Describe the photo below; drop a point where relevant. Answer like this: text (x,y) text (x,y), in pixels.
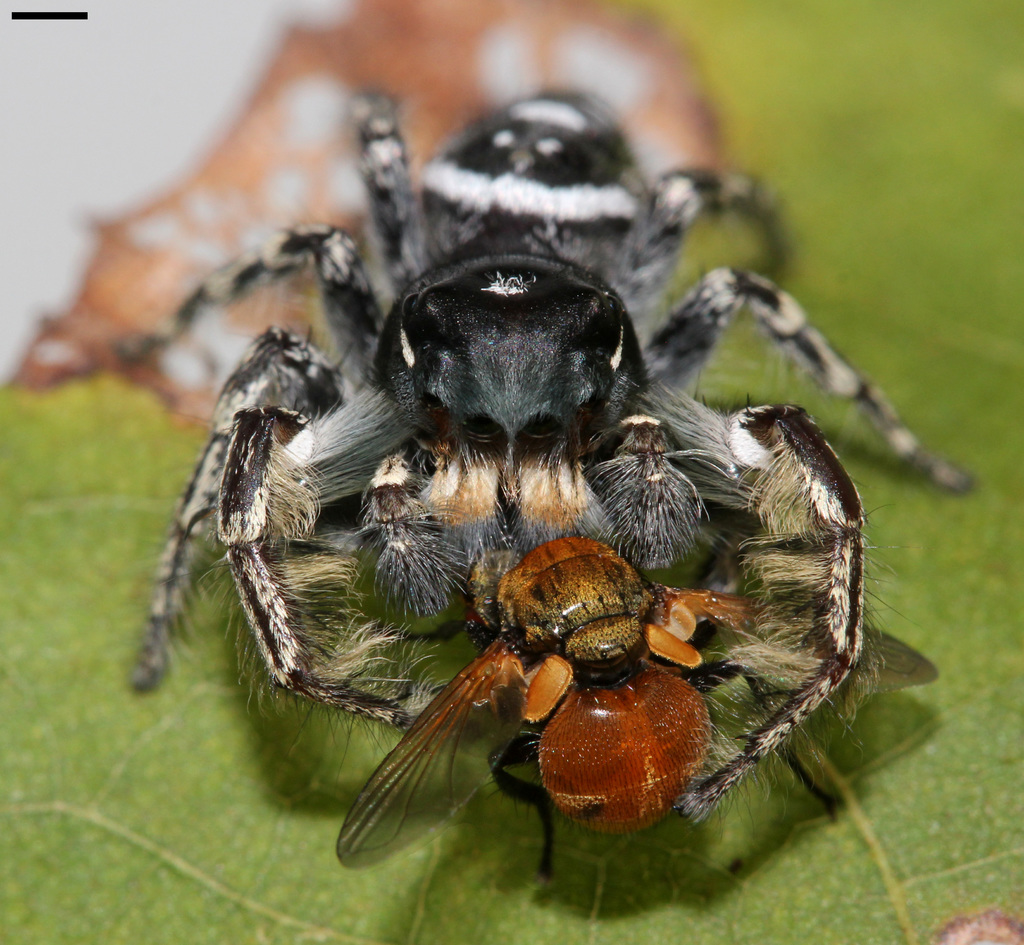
In this image there is an insect (661,560) on the leaf (49,760).
